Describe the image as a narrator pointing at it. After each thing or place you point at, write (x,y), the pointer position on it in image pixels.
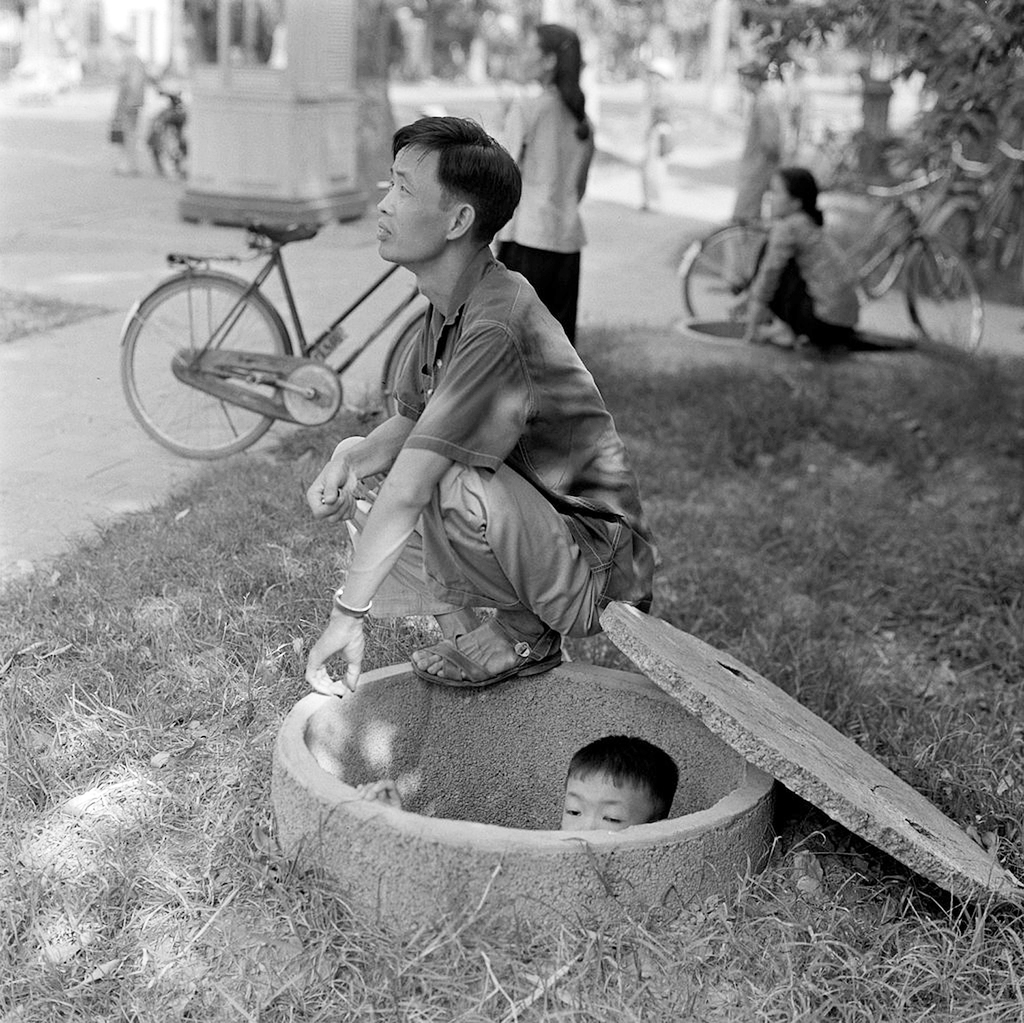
In the center of the image (561,605) we can see a man (553,609) and a lady (763,269) sitting. At the bottom (681,857) there is a bore well (563,870) and we can see a boy (578,804) in the borewell (622,860). In the background (241,359) there is a lady (577,288), bicycle (282,359), trees (921,145), pillar (225,150) and people (756,206).
